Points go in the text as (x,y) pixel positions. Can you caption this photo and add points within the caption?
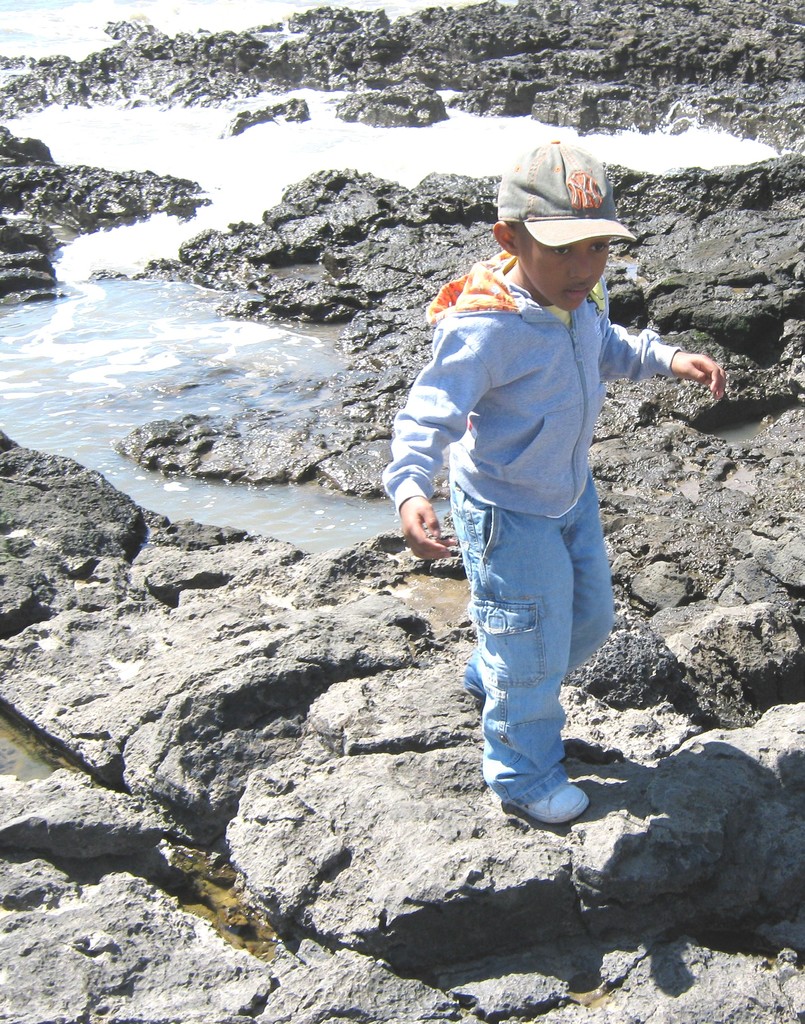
In this image there is a boy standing on the rock (378,691). Behind him there is water (197,144).
